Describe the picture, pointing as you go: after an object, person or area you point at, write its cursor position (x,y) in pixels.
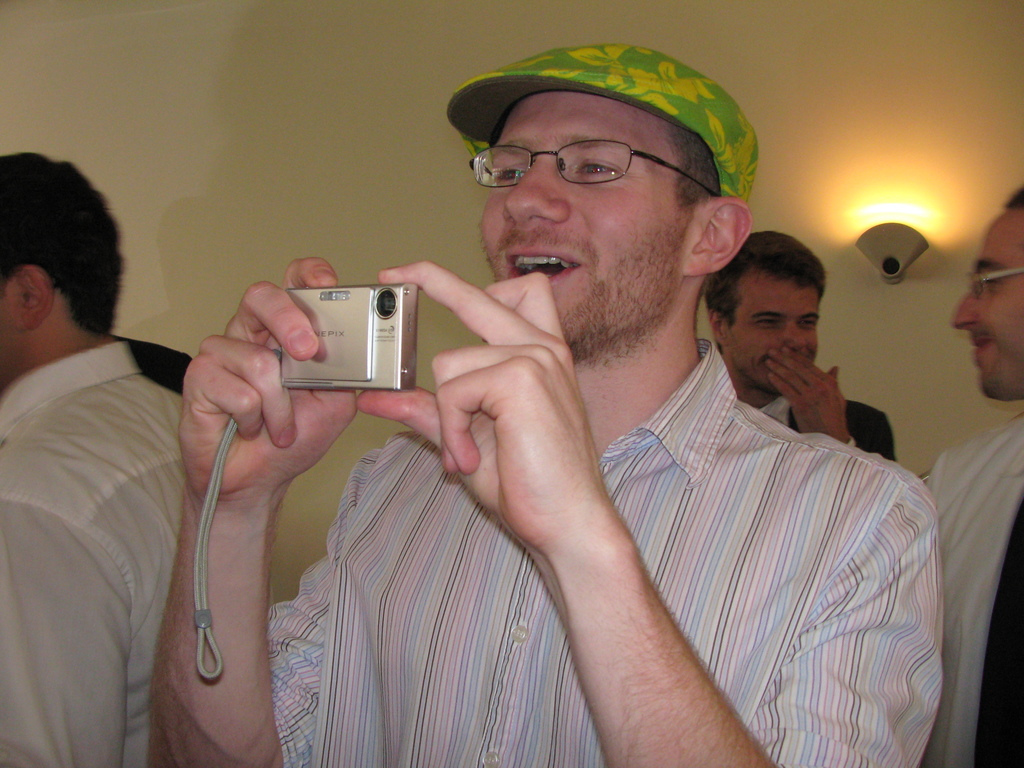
In this image I can see four people (483,459) standing. Among them one person (601,98) is wearing the cap (624,95) and he is taking the pictures with the camera (361,362). At the back of them there is a wall (873,214) and the light (888,252).
